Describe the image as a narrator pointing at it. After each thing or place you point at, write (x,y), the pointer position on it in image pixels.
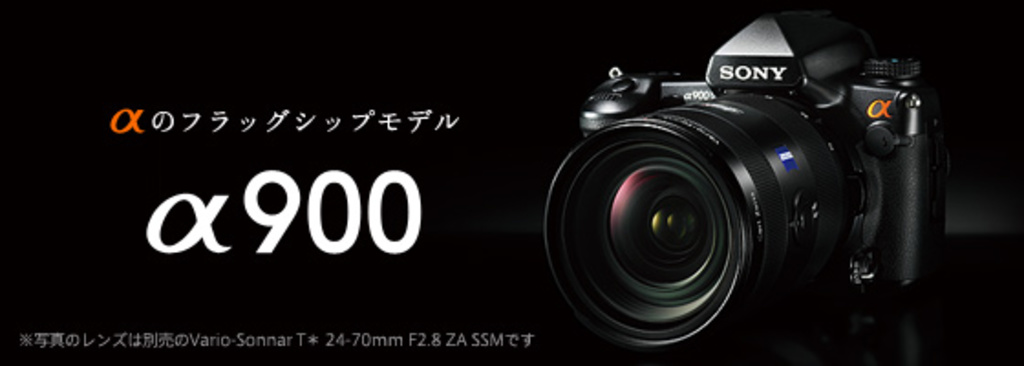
The picture consists of a camera (756,137). on the left (263,199) there is text (156,236) and numbers (310,201). The background (980,52) is dark.
